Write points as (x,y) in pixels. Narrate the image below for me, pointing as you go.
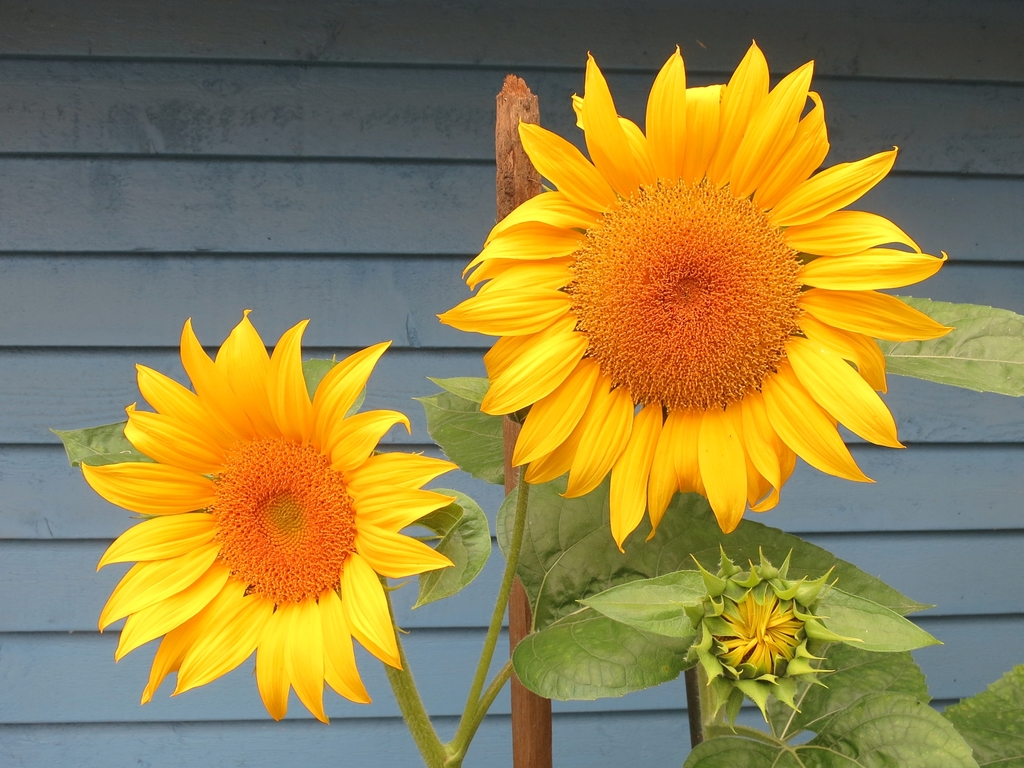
In this image I can see two sunflowers (677,314) which are yellow and orange in color to a plant (541,552) which is green in color. I can see a brown colored wooden pole (513,98) and the blue colored wooden surface (308,148) in the background (311,148).
